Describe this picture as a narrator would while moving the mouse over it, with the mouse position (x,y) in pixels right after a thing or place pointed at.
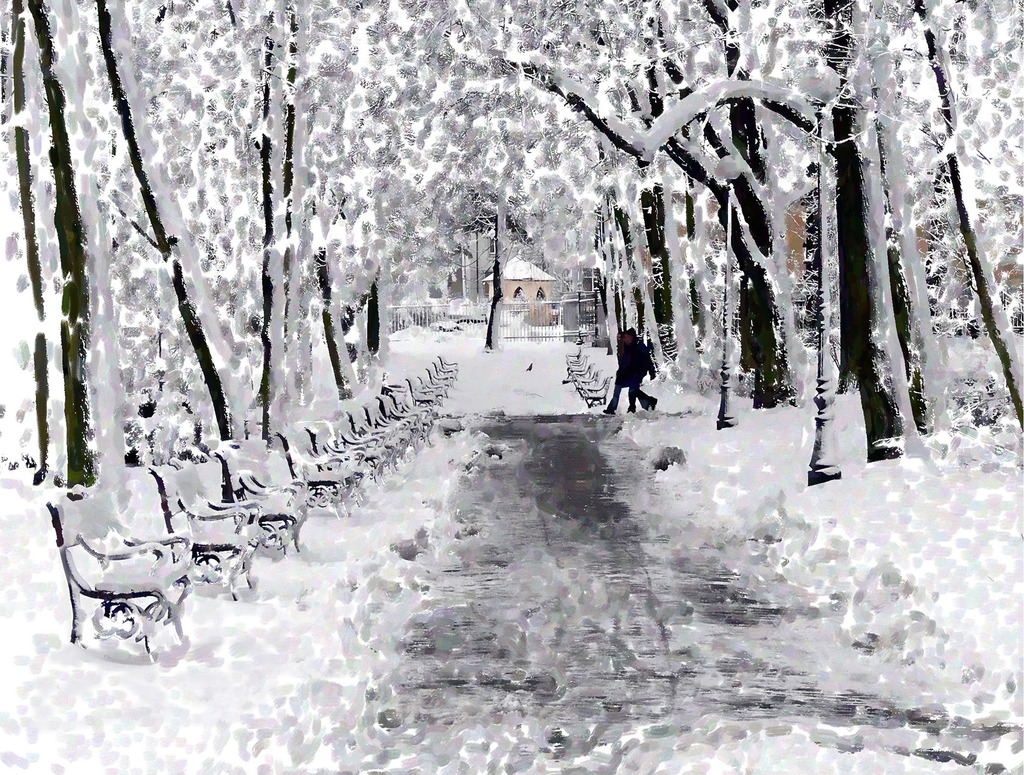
In this image we can see an edited picture. In the picture there are trees (385,278), benches (208,533), road (515,482), building (540,296), persons (629,352) and iron grill (421,314).
